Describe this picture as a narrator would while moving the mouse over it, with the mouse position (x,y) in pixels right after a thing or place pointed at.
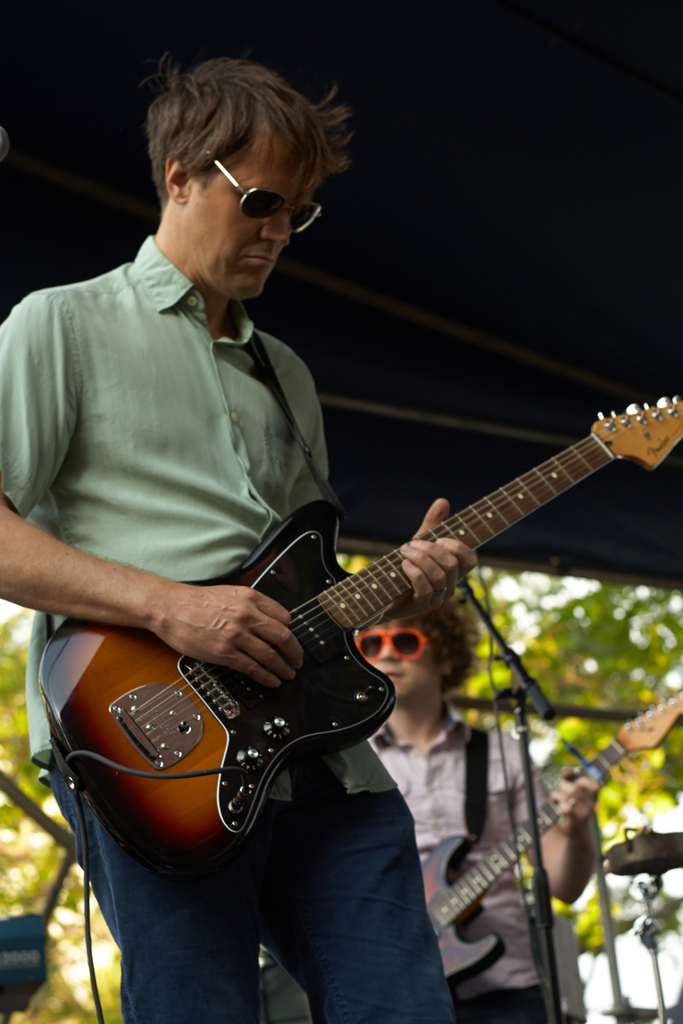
In this image there are two persons (406,778). At the foreground of the image (104,518) there is a person (98,487) wearing green color shirt (171,456) playing guitar (351,642) and at the background of the image (565,840) there is also a person (554,847) playing guitar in front of him there is a microphone (549,712).
